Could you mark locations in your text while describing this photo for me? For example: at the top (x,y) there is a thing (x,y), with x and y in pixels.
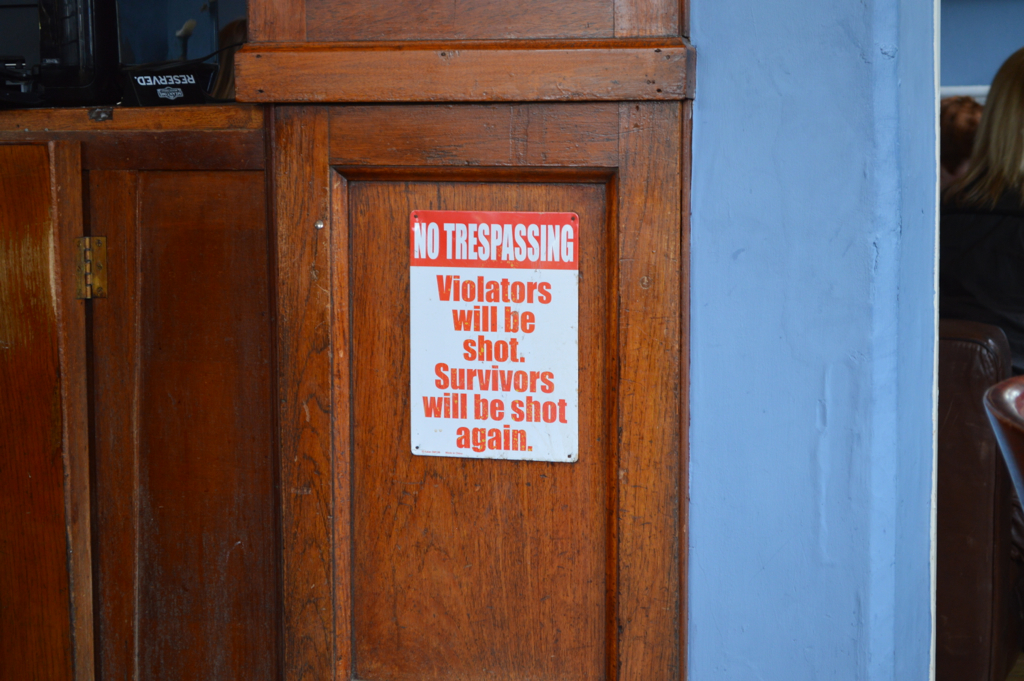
In this picture there is a poster (435,283) on the cupboard (362,290) in the center of the image (491,332) and there are people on the right side of the image (1007,279).
